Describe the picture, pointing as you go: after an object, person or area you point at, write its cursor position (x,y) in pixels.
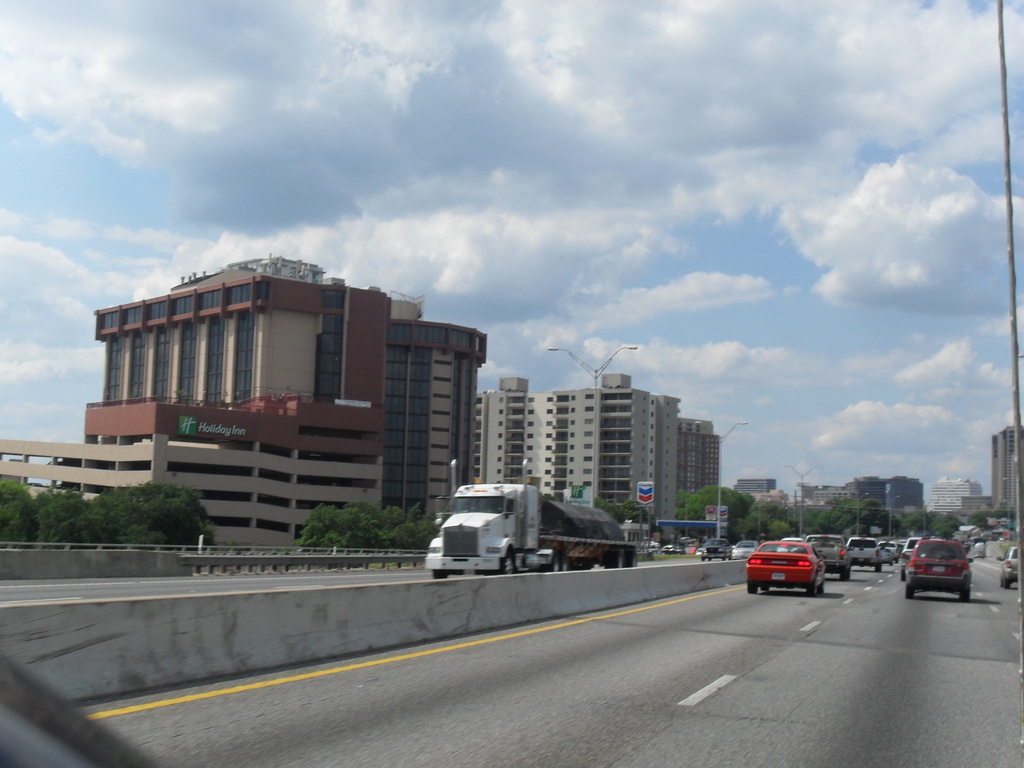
On the right (803,571) we can see many cars (845,570) on the road (848,650). Here we can see a truck (561,521) which is near to the divider (542,598). Here we can see road fencing (363,565). On the background (326,425) we can see many buildings (515,479), trees (833,519), street lights (717,524) and sign boards (720,510). On the top (532,221) we can see sky (775,203) and clouds (650,64).
